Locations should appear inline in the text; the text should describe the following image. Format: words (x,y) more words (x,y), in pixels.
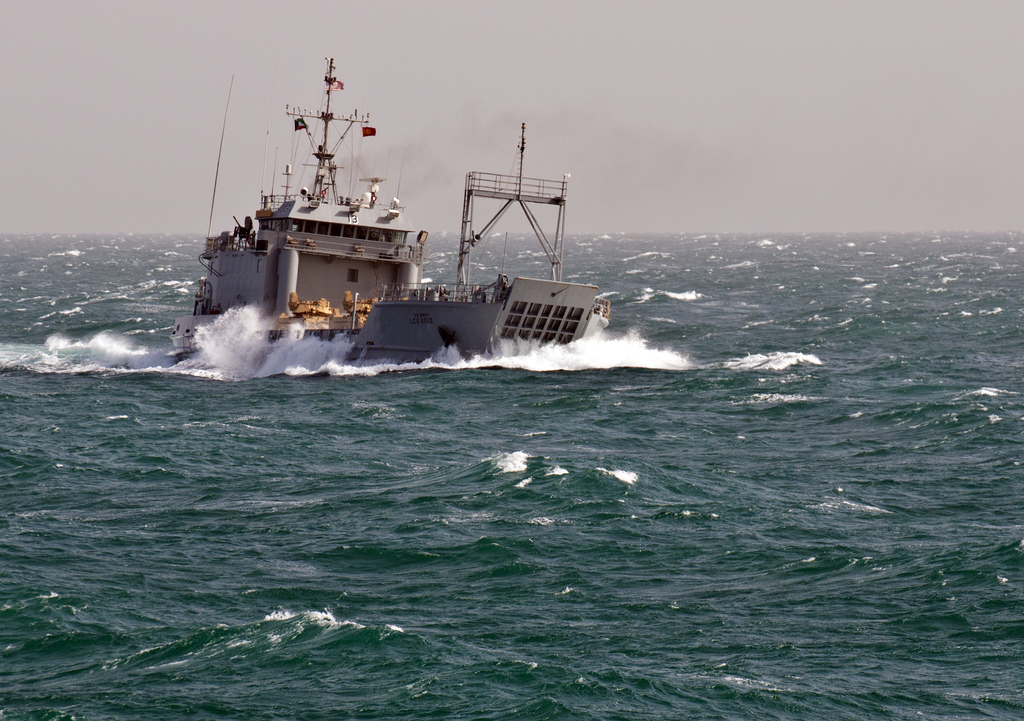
The picture consists of a water body (151,247). In the center of the pictures there is a ship (233,277). Sky (957,116) is cloudy.
